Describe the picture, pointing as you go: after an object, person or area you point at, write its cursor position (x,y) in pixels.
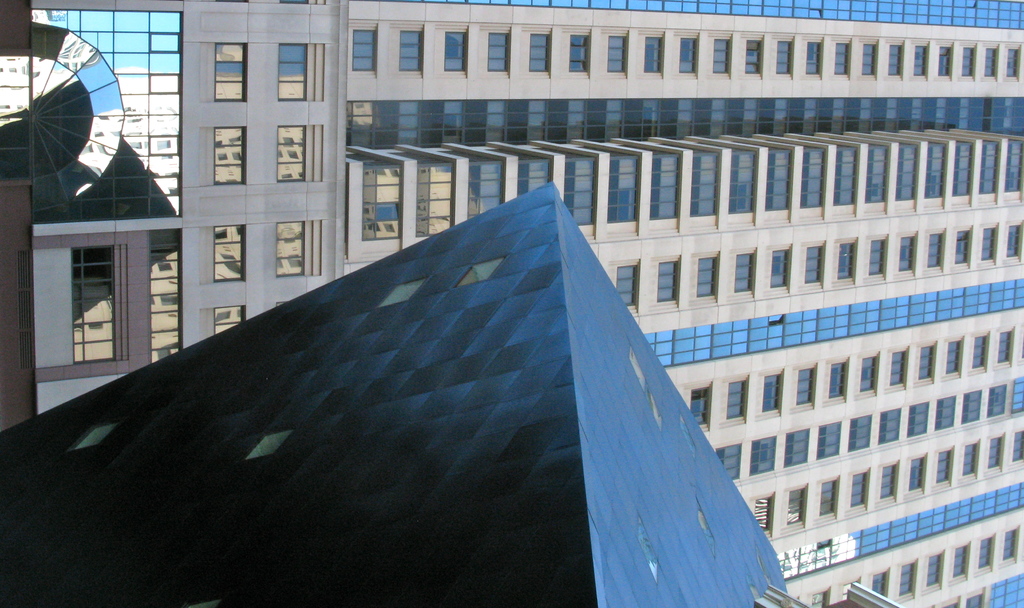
In this image I can see a building (838,419), roof (527,254) and glass windows (634,213).
